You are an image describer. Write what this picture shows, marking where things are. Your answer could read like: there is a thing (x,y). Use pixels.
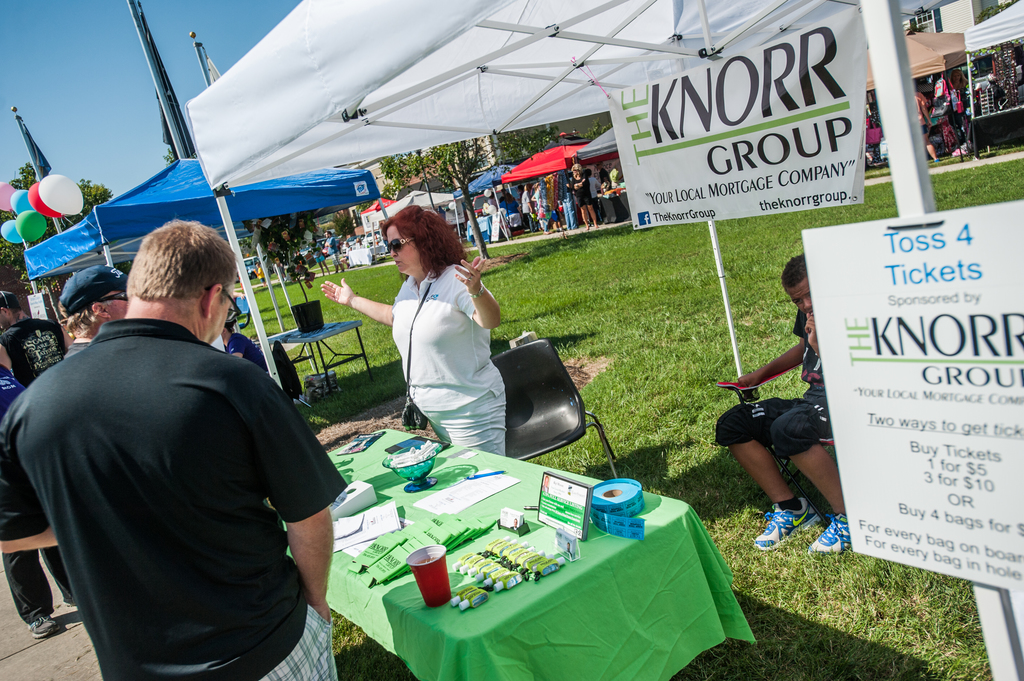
In this image, we can see some persons (176,361) and stalls (493,183). There is a person (452,335) in the middle of the image (424,328) standing in front of the chair (529,377). There is a table (600,545) at the bottom of the image (608,555) contains some objects (486,546). There is a board (954,312) on the right side of the image (956,398). There are some balloons (70,188) on the left side of the image (72,215).
